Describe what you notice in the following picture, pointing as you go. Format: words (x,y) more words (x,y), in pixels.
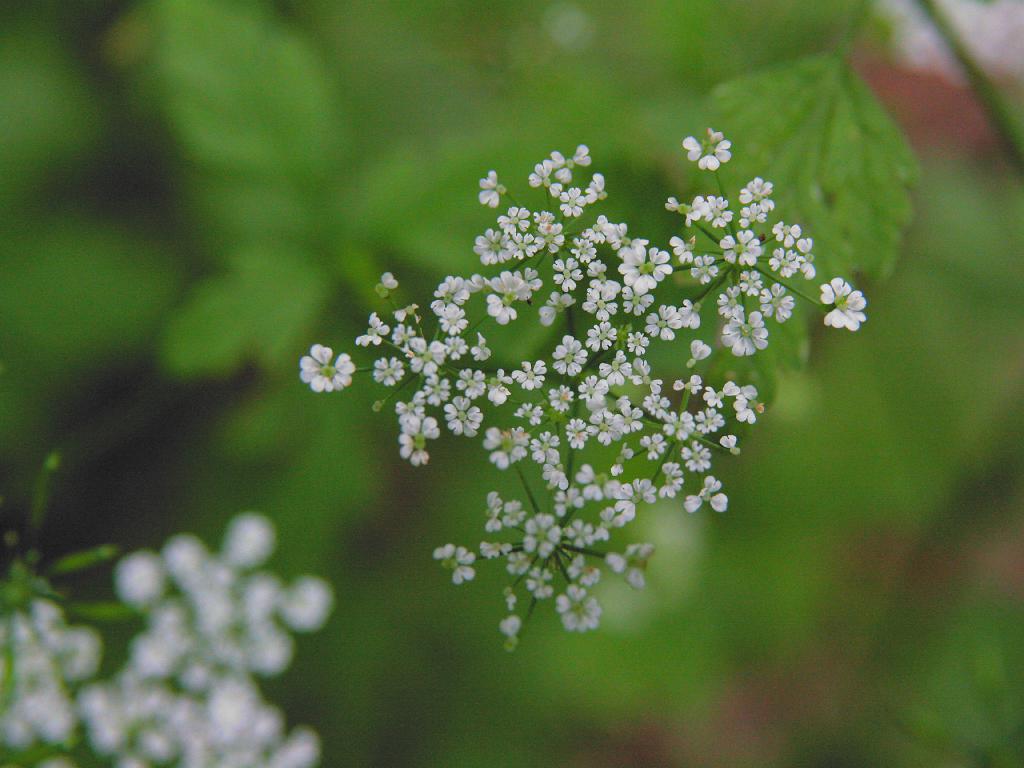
Here in this picture we can see flowers (535,370) present on the plants (736,104) over there.
